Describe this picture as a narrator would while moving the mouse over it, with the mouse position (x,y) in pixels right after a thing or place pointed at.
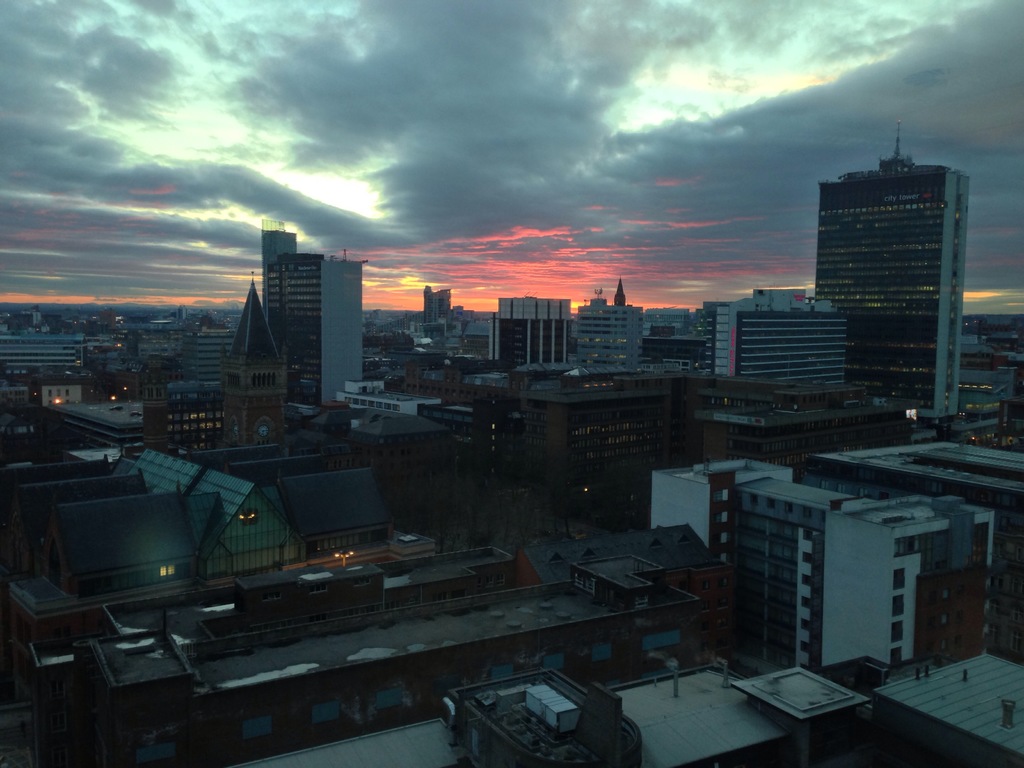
In the picture I can see buildings (293,475). In the background (420,175) I can see the sky (393,176).
